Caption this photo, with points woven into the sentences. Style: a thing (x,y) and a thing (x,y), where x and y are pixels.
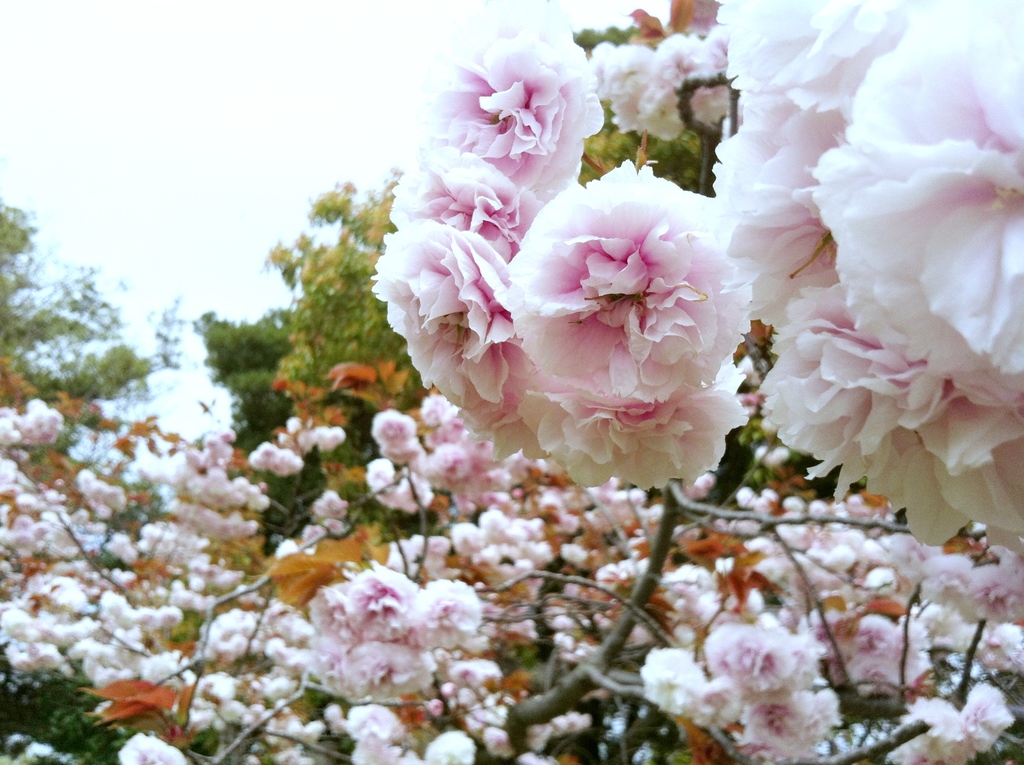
In this image we can see some flowers (587,411), trees (306,287) and sky (316,175) in the background (376,173).
